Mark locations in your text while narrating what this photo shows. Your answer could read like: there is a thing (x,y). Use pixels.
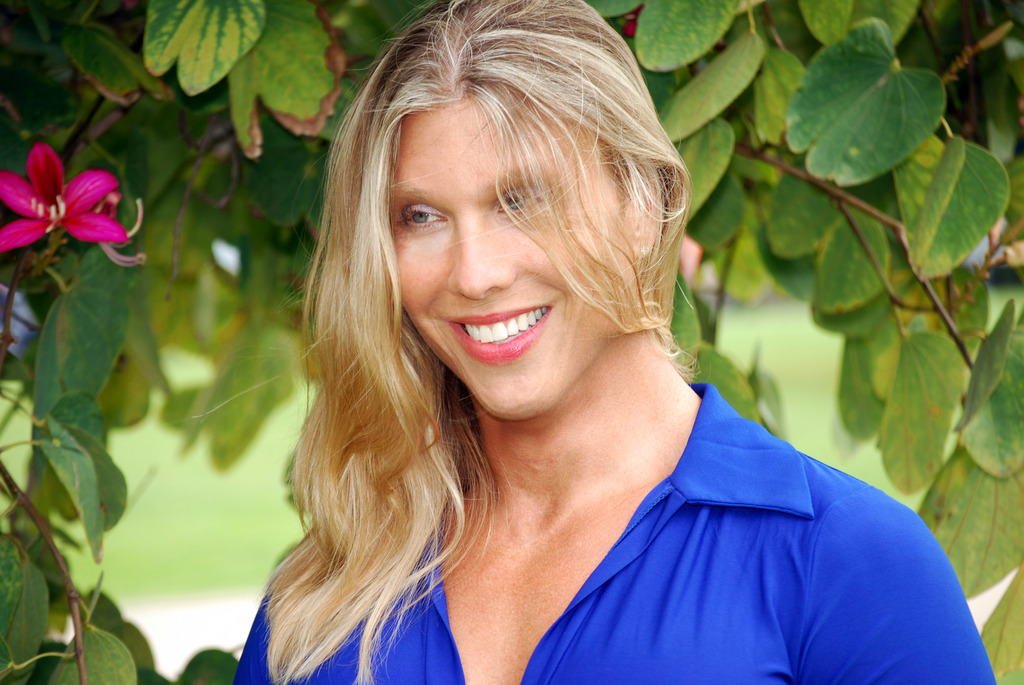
In the image there is a lady (431,499) smiling. Behind her there are leaves (217,217) with a flower (100,170). And there is a blur background (243,12).
